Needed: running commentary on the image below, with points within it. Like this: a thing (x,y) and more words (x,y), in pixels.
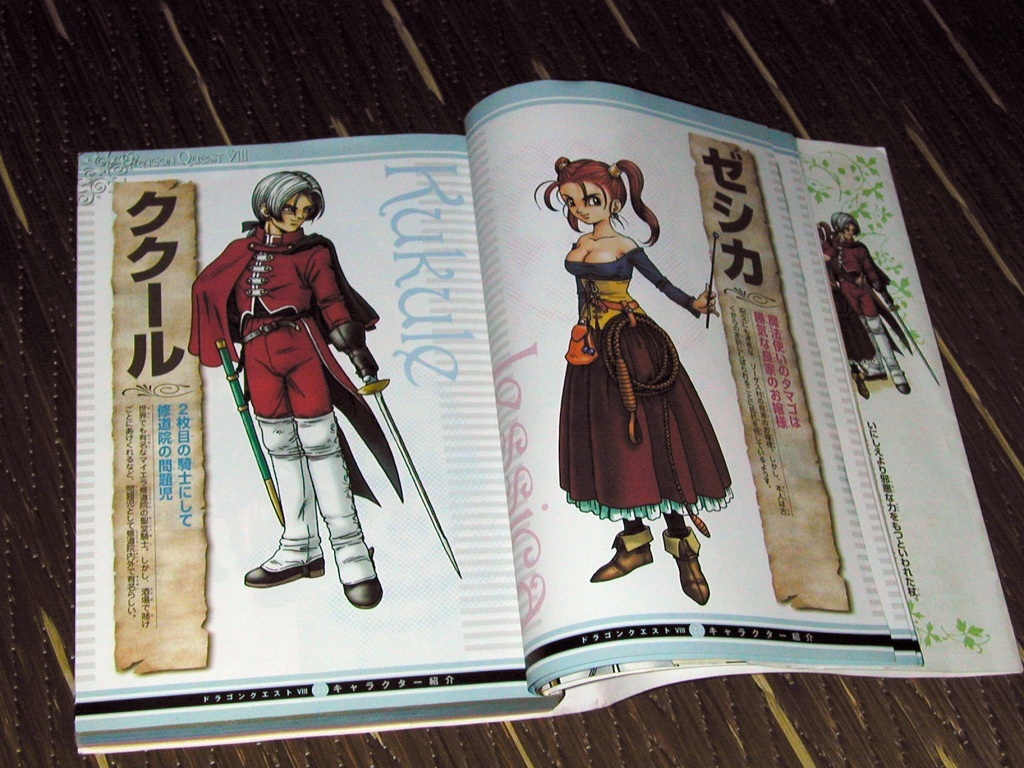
In the center of the image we can see an object (606,747). On that object (702,755), we can see one book (582,567). On the book (476,333), we can see a few cartoon characters (357,362) and some text (438,354).
